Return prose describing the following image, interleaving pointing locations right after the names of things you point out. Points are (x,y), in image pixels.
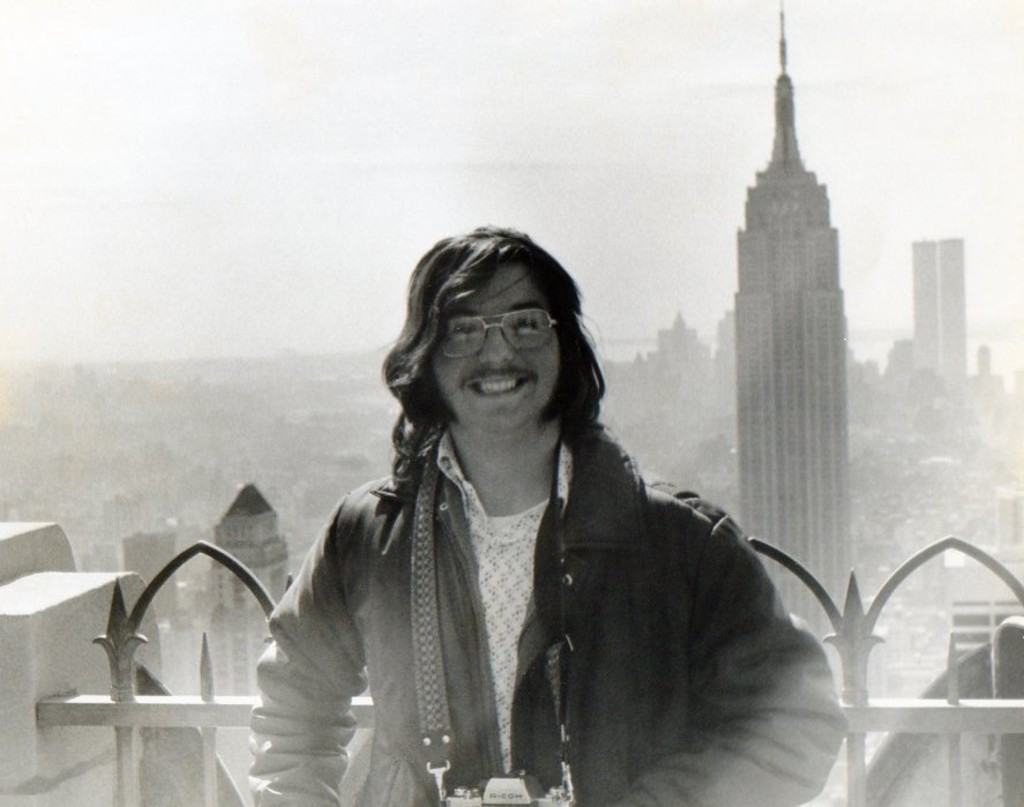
In this picture we can see a man (570,615) smiling here, in the background (920,299) there are some buildings (709,392), we can see a tower (768,411) here, there is the sky (546,158) at the top of the picture (545,115).
